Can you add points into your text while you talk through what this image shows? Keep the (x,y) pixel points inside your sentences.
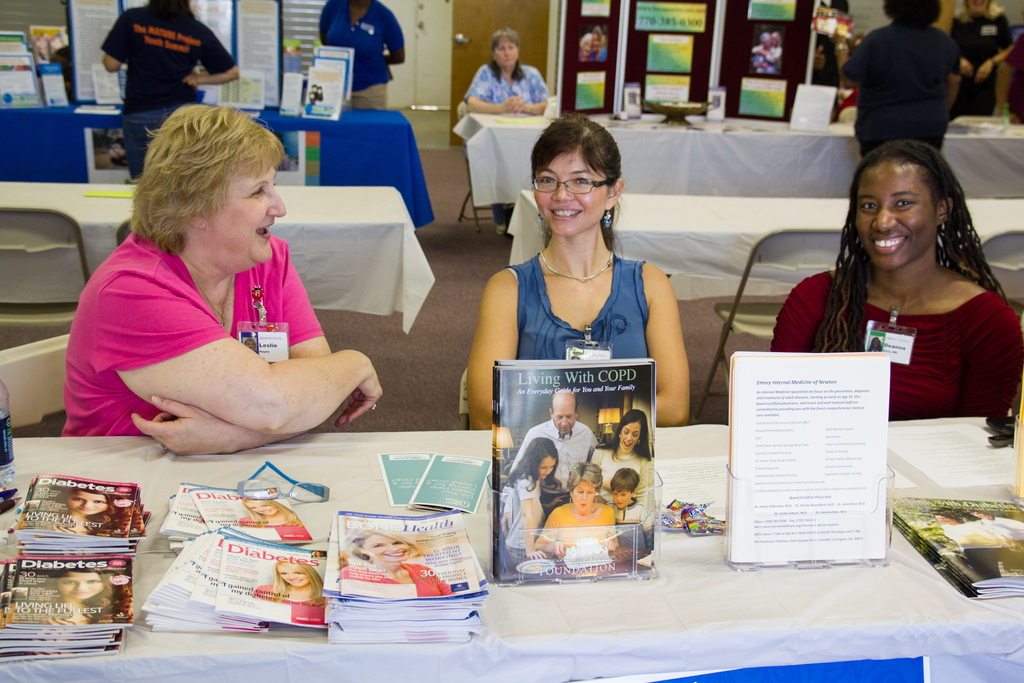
In this image there are a group of people (302,320) some of them are sitting and some of them are standing and also we could see some tables (348,260). On the tables (477,522) there are some books (376,522) and also chairs (750,274), in the background (476,45) there are some boards (781,78), door (468,59) and some other objects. At the bottom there is a table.
